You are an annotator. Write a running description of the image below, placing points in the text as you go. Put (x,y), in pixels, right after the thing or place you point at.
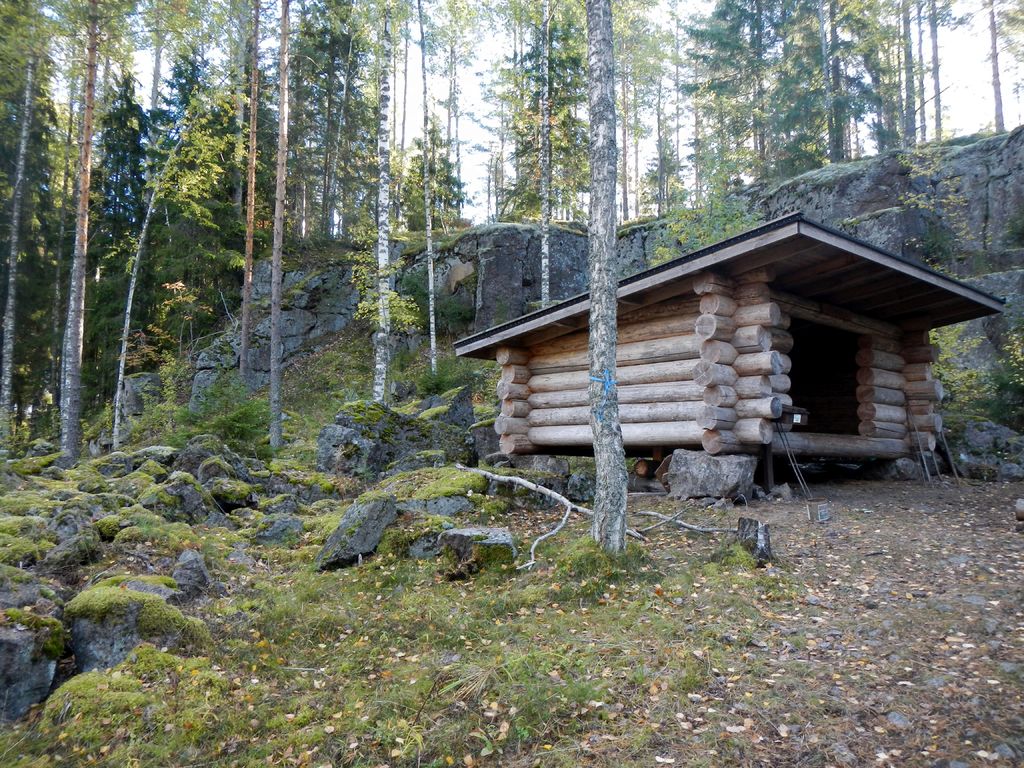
In this image, we can see a shed (707,344) and in the background (214,382), there are trees (228,432) and rocks (379,416). At the bottom (563,637), there is ground (618,632).
